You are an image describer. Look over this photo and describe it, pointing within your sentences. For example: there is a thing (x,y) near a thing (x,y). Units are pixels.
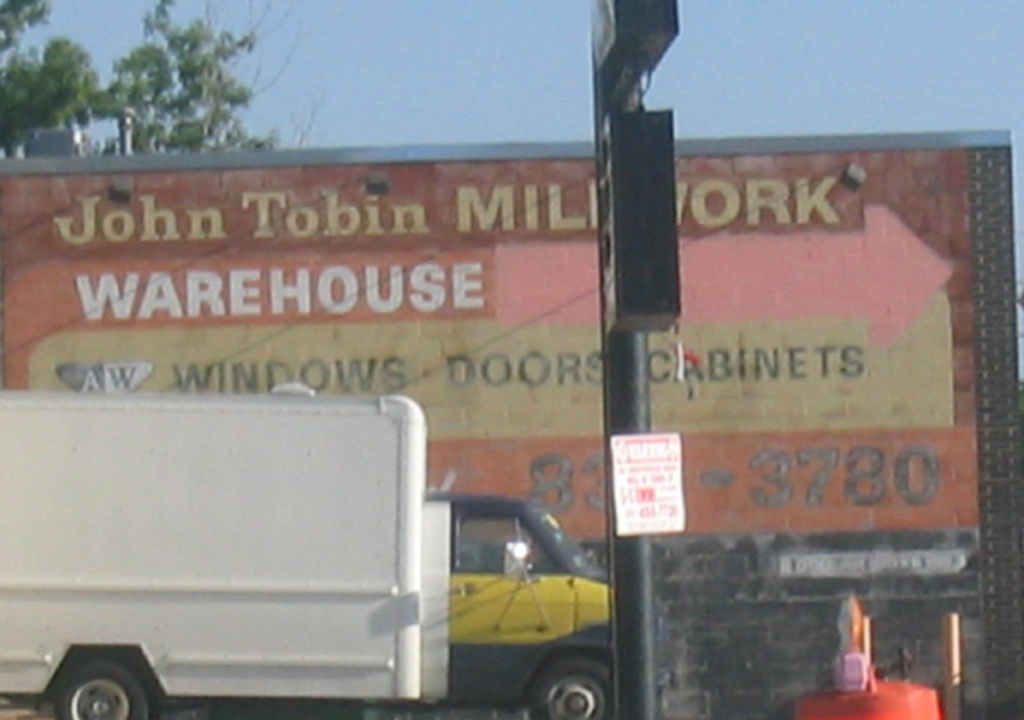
In the center of the image (662,253) we can see a pole (643,560), boards (630,464). In the background of the image (601,469) we can see the board (712,452), vehicles (405,438), tree (66,123), poles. On the board (146,375) we can see the text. At the top of the image (507,48) we can see the sky (458,41).
